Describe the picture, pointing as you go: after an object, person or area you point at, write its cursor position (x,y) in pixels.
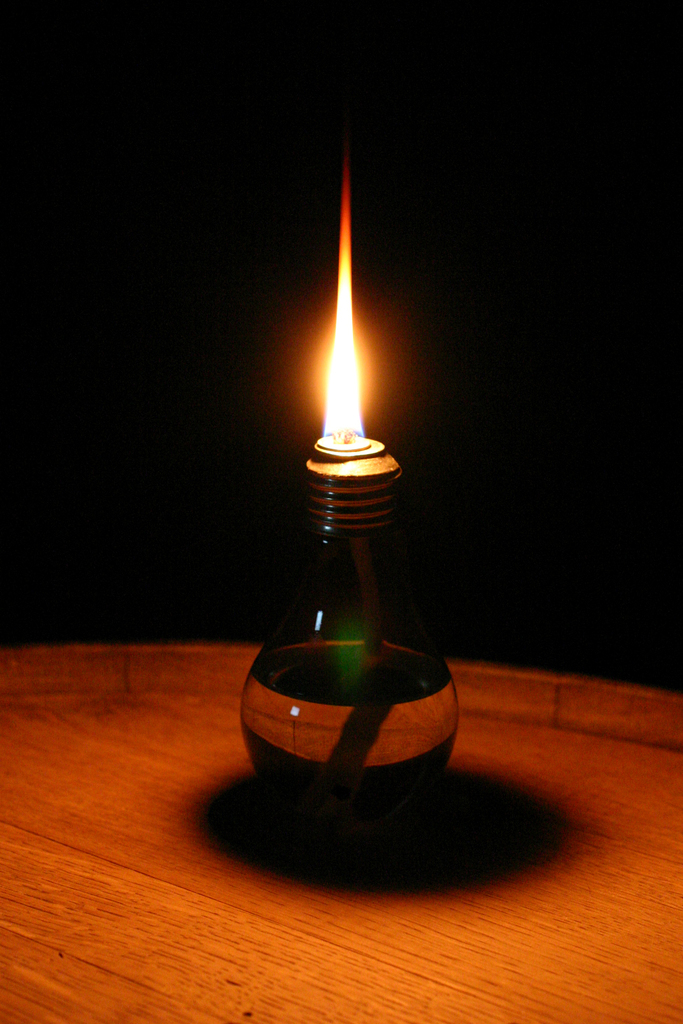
In this picture we can see an oil lamp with flame (340,316).
